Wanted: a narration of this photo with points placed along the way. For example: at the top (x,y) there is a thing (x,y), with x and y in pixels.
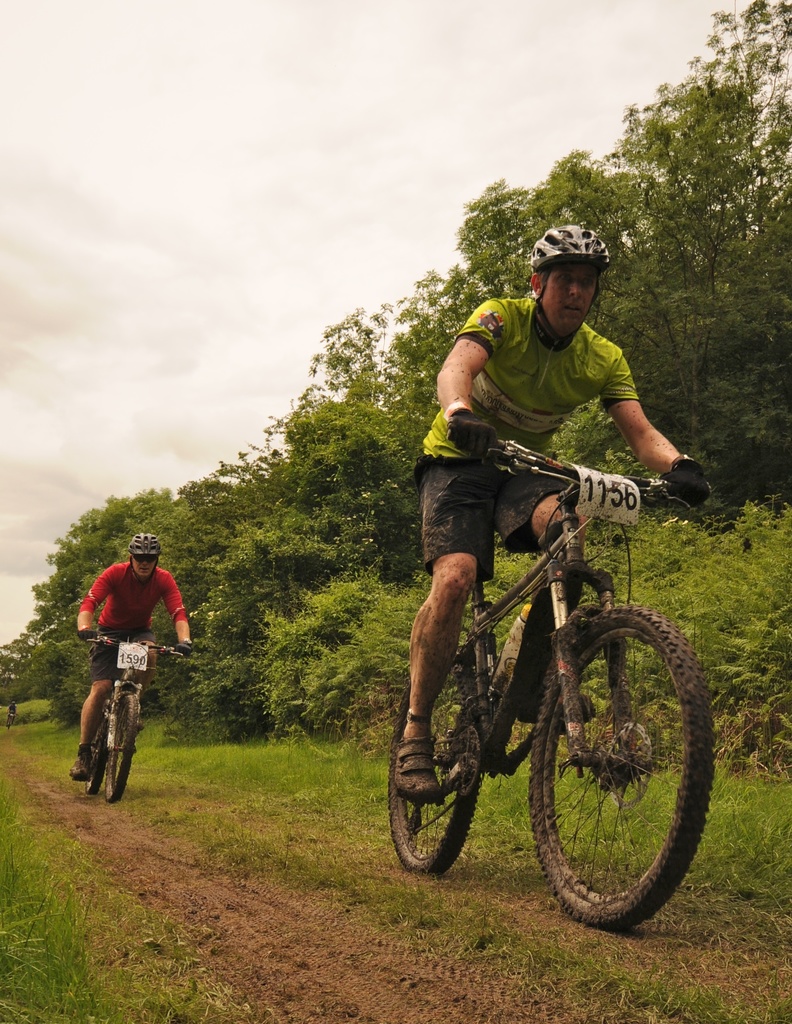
In this picture there are two men (124,621) cycling bicycles (580,574). It is a bicycle race. The men (553,325) are wearing helmets (143,552). one is in the red t shirt (153,586) and the other guy (522,406) is in green t shirt (528,386). Both are wearing gloves (475,439). And in the background (303,563) we can observe some trees (399,413) and a sky (246,276) which was completely with clouds (79,359).
